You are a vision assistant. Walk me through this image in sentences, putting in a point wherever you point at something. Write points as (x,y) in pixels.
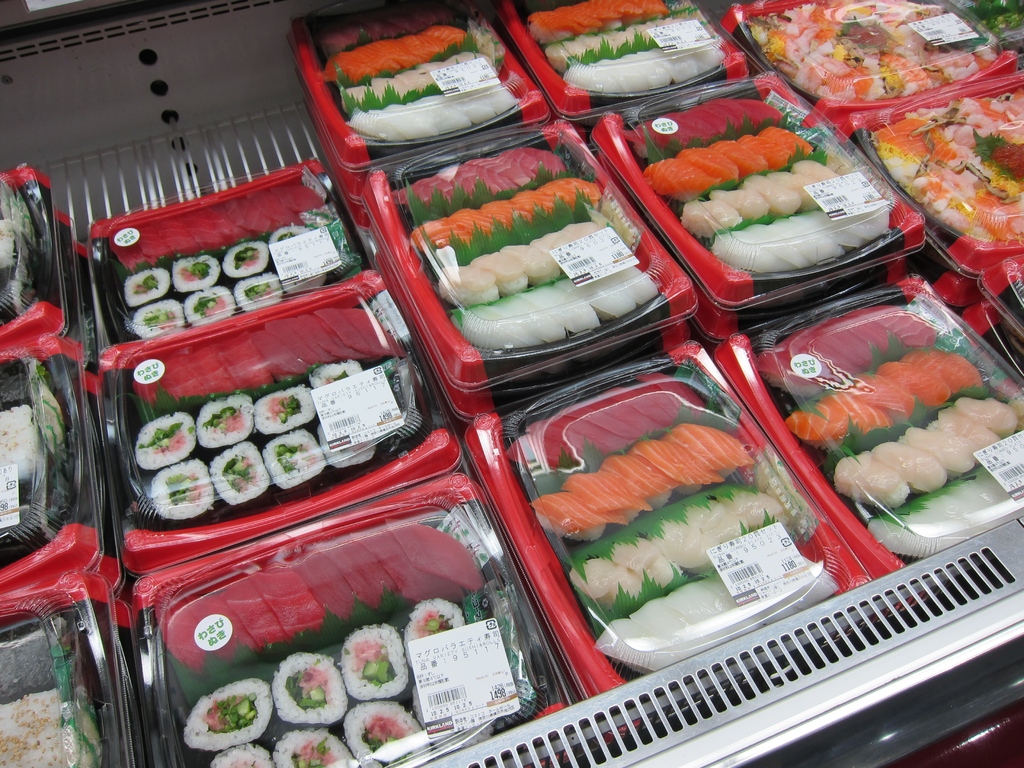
This image consists of foods (346,364) which are in the center (351,340).
